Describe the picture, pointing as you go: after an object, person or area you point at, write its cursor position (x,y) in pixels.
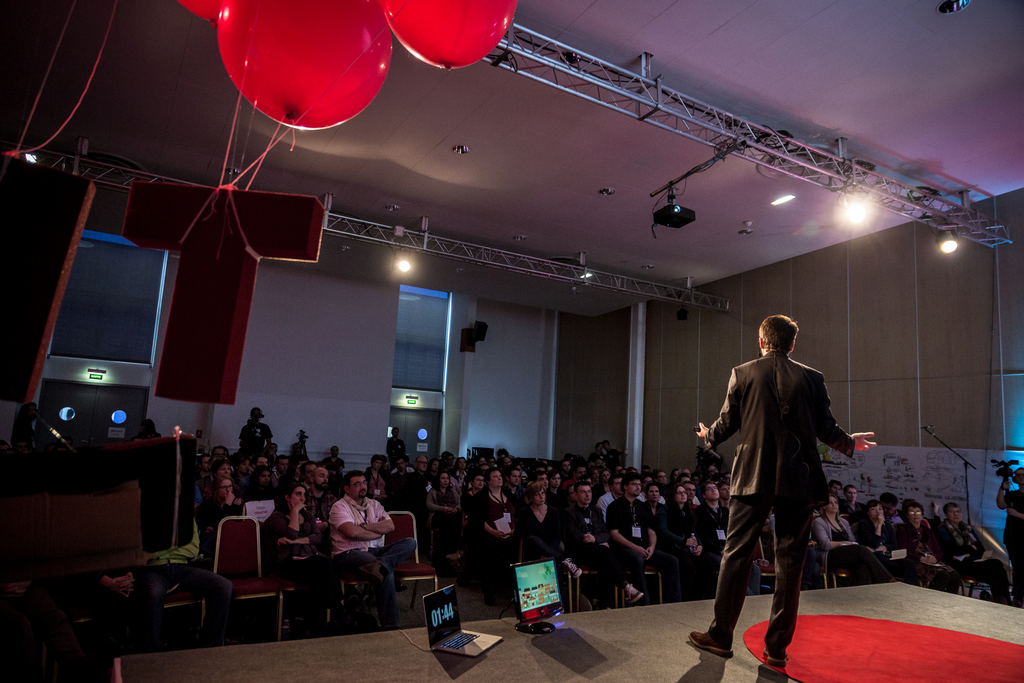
There are groups of people (624,495) sitting on the chairs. Here is a person (768,422) standing on the stage (888,614). This looks like a carpet (887,642) on the floor (504,664). I can see a monitor (541,615) and a laptop (493,635) are placed on the stage (515,631). This looks like a lighting truss (815,161). I can see a projector (678,213), which is attached to the ceiling (667,165). At the top of the image (282,84), I can see the balloons (242,58), which are red in color. This looks like a video recorder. These are the doors (404,411). On the right corner of the image (1021,493), I can see a person (1011,501) holding a video recorder (1002,480) and standing. This looks like a mike stand (965,467).
